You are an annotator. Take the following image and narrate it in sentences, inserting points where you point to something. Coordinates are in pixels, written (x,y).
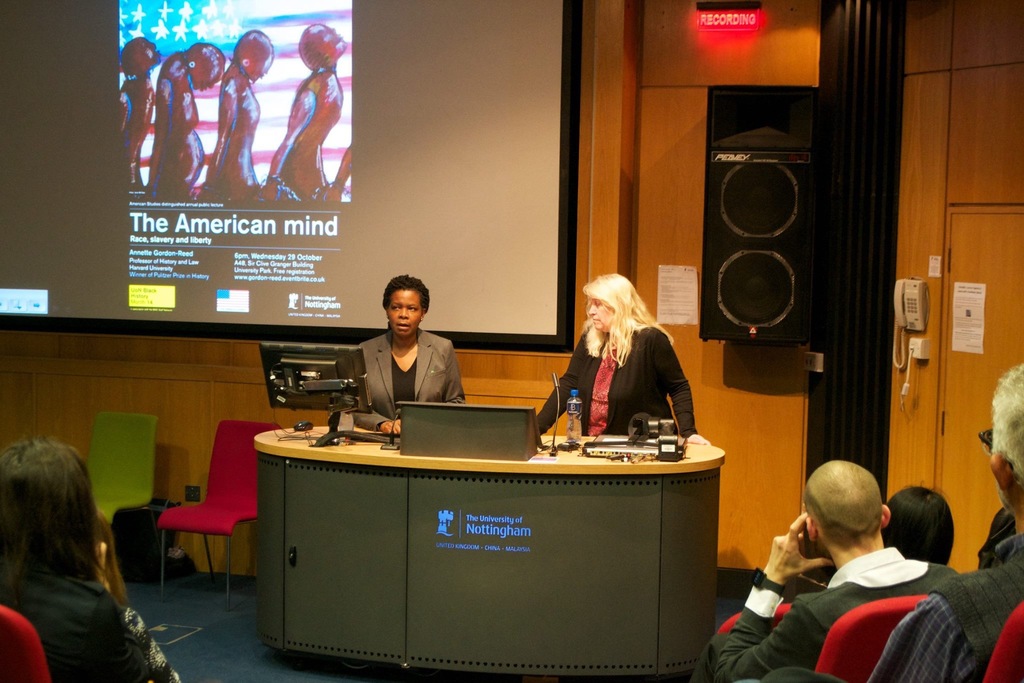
In this picture there are two women (393,336) standing behind the desk (558,512). On the desk (466,474) there is a water bottle (575,431), mic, computer screen (333,362), mouse (309,424) and other material (648,443). On the bottom right corner (966,641) there is a group of people (845,591) who is sitting on a chair (867,627). This man (958,620) wears a goggles (989,441). On the left bottom corner (26,568) we can see a woman (46,591) sitting on a chair (16,657). On the background (408,94) we can see a projector (425,240) which showing a cartoons (328,81) and we can read that 'the american mind'. Beside that there is a speaker (740,236) which is attached to the wall (679,154). On the right side (924,297) there is a telephone (912,309).
